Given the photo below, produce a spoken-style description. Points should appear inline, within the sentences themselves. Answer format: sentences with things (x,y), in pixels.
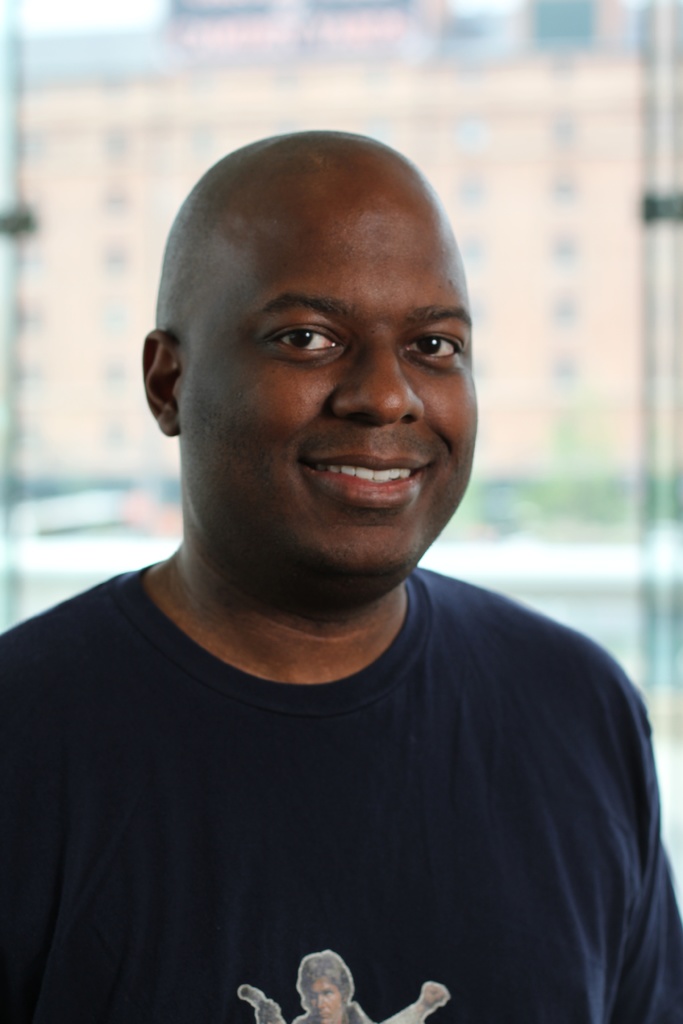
In this image, I can see a man (421,531) smiling. In the background (140,440), I can see a building (325,76), which is blurred.
